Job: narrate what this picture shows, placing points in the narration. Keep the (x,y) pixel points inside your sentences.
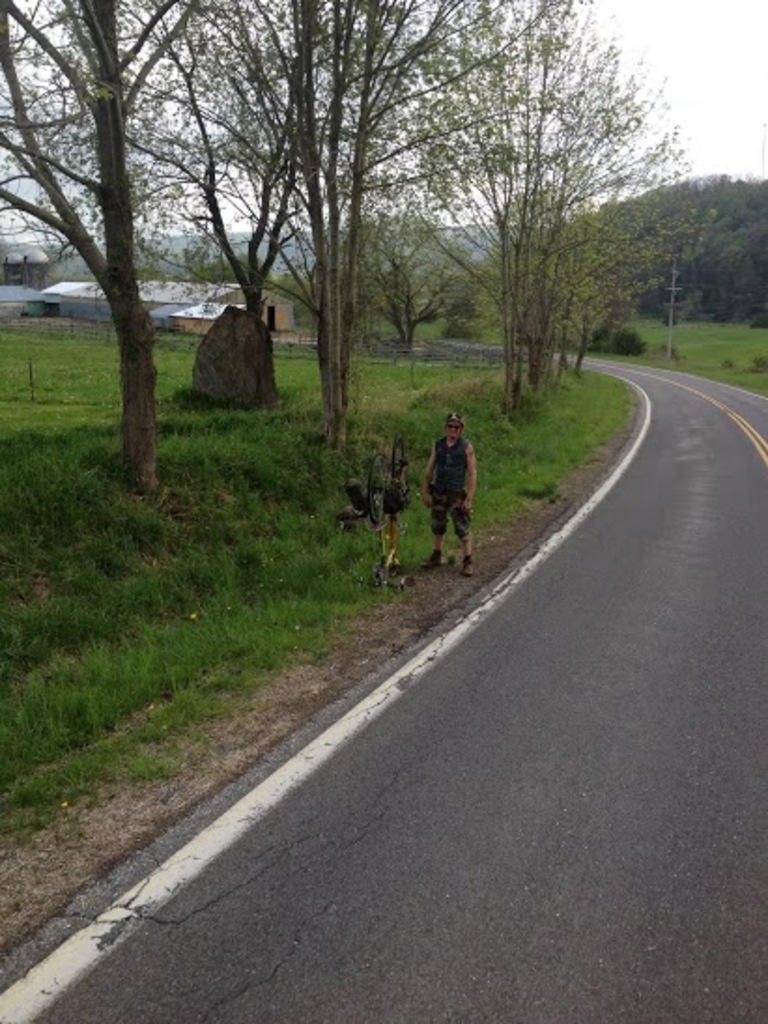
The man (437,513) in black jacket (442,480) who is wearing goggles (454,431) and a cap (454,413) is standing. Beside him, we see something in black color. At the bottom of the picture (429,868), we see the road (485,649). Beside him, we see grass (120,586) and trees (548,325). There are trees (138,399) and buildings (236,305) in the background (756,312). On the right side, we see a pole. In the right top of the picture (737,140), we see the sky (737,129).
